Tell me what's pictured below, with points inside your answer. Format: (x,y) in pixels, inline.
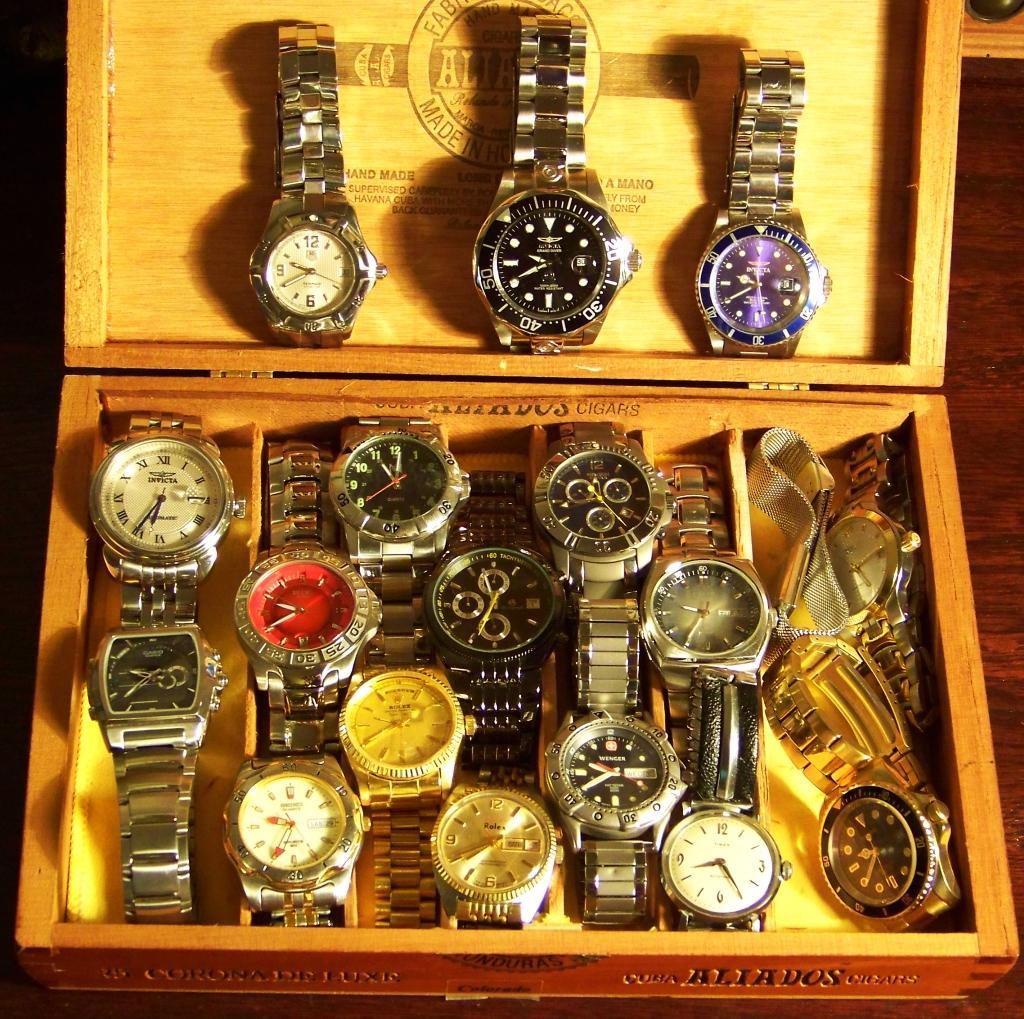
In the picture I can see box (373,387), inside the we can see few watches (435,728).
